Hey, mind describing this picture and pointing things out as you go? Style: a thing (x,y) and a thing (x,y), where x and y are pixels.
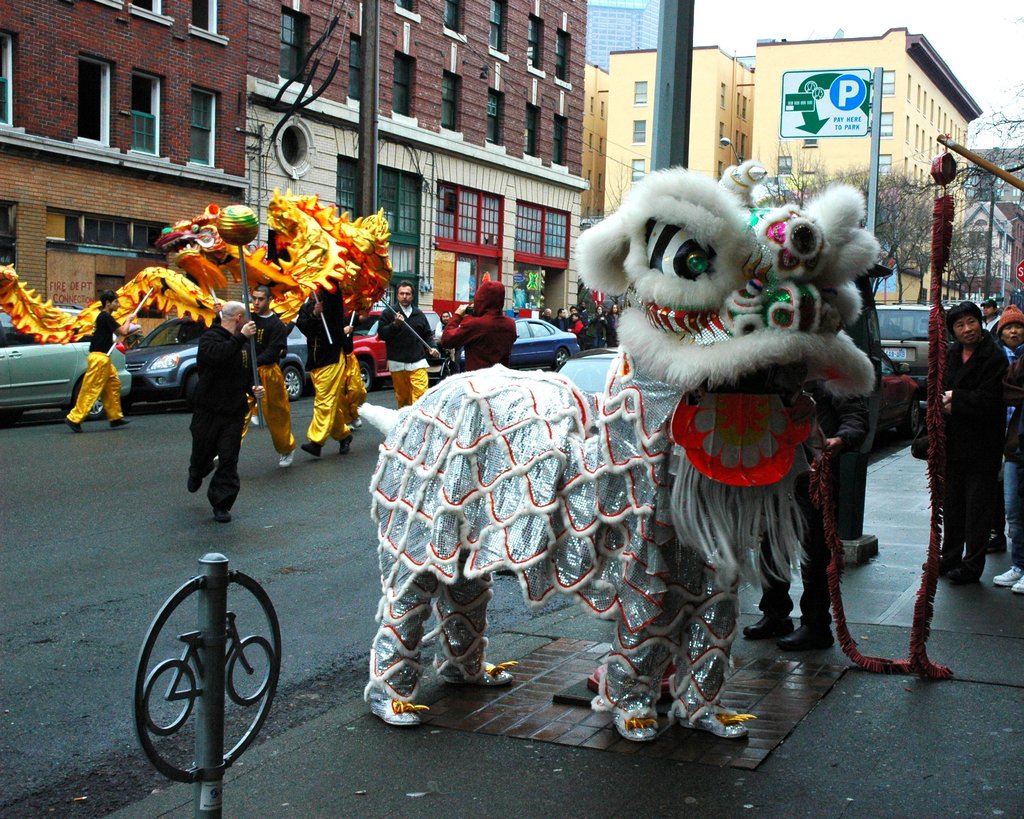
Here in this picture we can see some people (455,385) standing and walking on the road (263,443) by wearing costumes (306,315) on them and we can also see other people (958,374) standing and watching them and we can also see buildings (467,131) with number of windows (518,205) present behind them and we can also see poles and sign boards (848,102) present and we can see number of vehicles (75,373) also present on the road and in the far we can see trees (903,197) present and we can see sky (935,44) is cloudy.
